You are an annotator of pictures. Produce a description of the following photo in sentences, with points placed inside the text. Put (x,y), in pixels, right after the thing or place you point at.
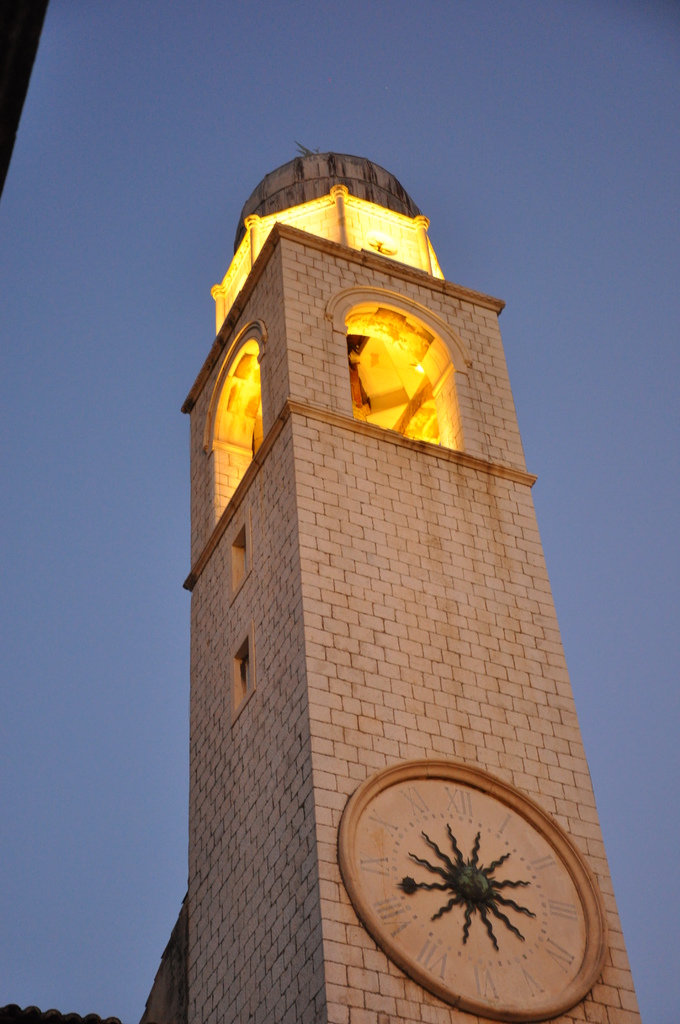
In this image we can see a clock tower (393,447). Behind sky (128,432) is there.
